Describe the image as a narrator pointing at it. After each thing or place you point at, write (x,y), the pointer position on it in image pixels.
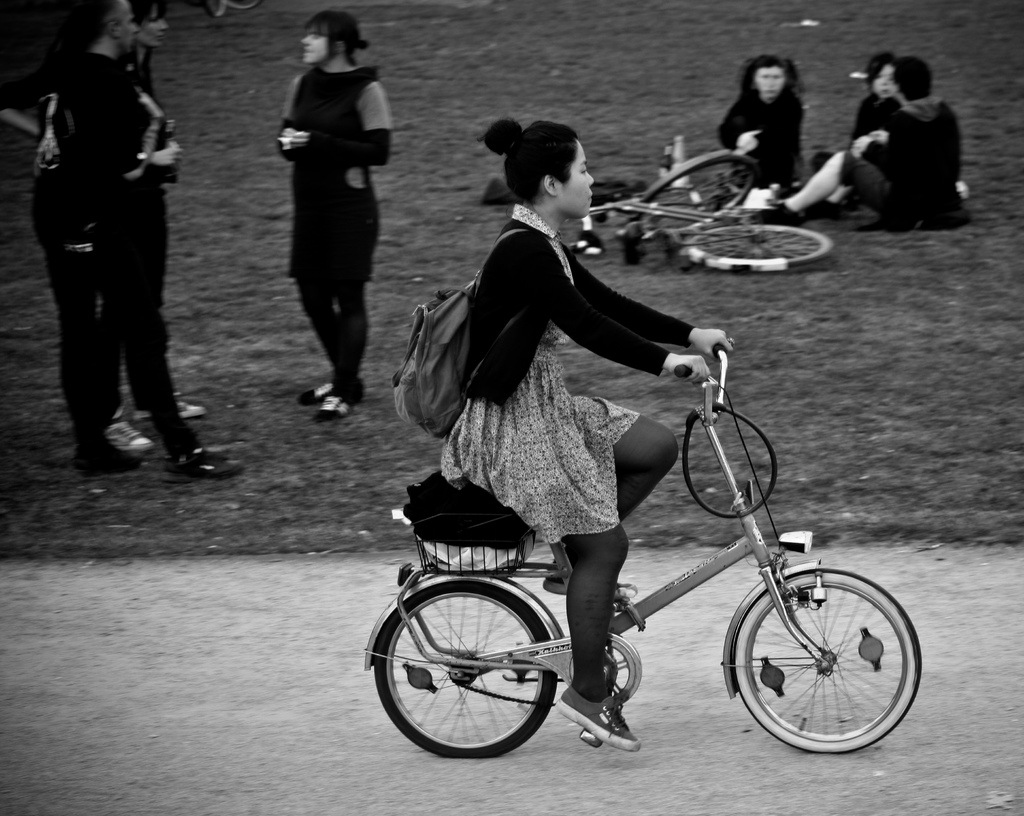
This picture is clicked outside the city. In front of the picture, we see a girl (531,342) in black jacket (531,291) is riding bicycle (505,597). She is wearing a bag (437,364). Behind her, we see three people (89,229) standing and talking to each other and on the right top of the picture (945,115), we see three women (901,174) sitting on the floor (916,243) and we even see a bicycle (678,218) beside them.
